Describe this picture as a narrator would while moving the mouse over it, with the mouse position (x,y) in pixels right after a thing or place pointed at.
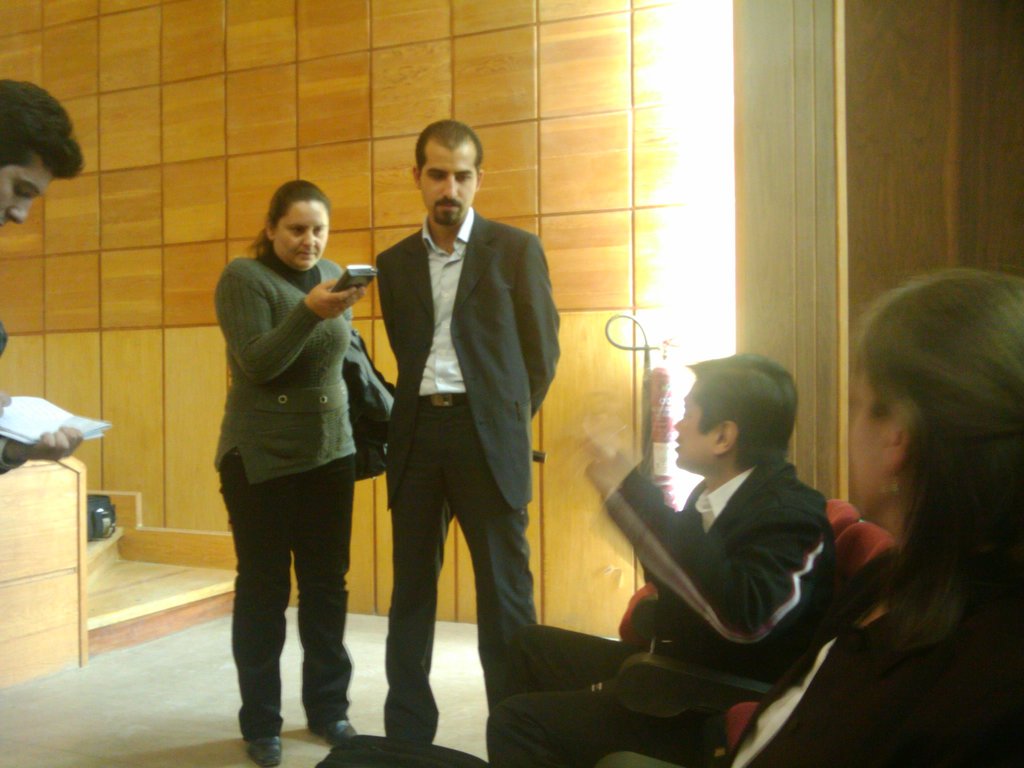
In this image we can see one fire extinguisher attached to the wooden wall (184,379), one object (108,522) on the wooden staircase (92,552), one object (349,761) on the surface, two persons (705,502) are sitting, three people (453,350) are standing, one woman (304,355) is standing and holding some objects (352,373). One person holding some papers (55,427).
